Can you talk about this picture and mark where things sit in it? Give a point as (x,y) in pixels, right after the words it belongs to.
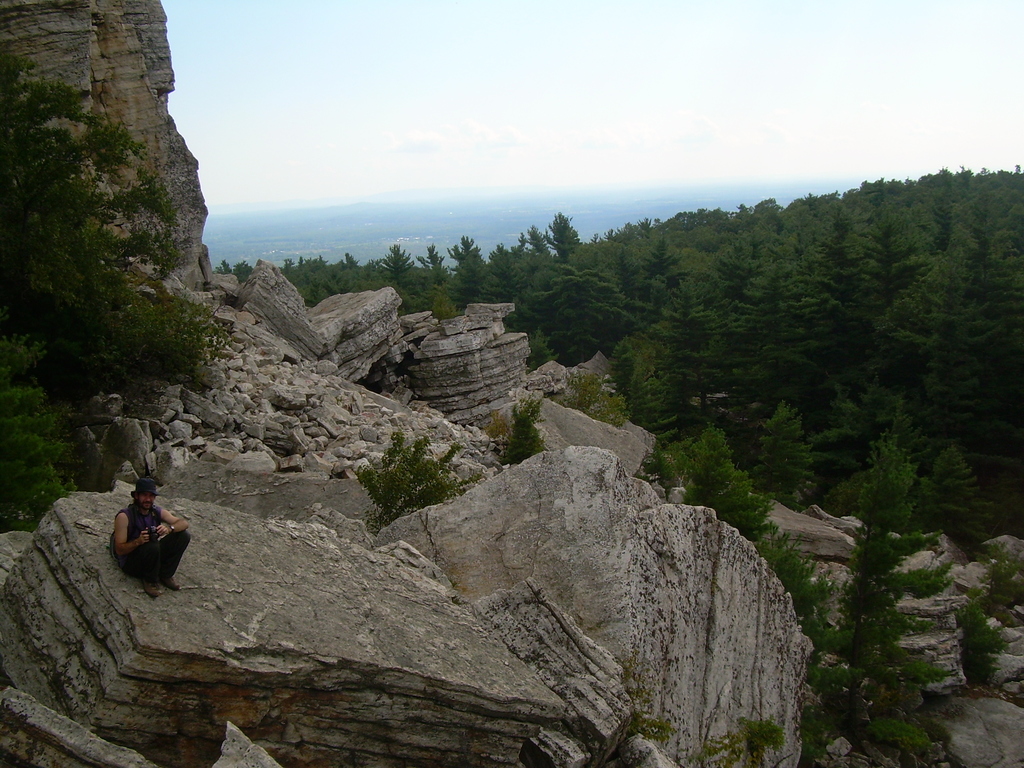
In this picture we can observe a person (144,542) sitting on this big rock (202,570). There are some plants (417,477) and trees (672,347) in this picture. We can observe a hill (179,233). In the background (525,149) there is a sky (411,150) with some clouds (542,154).
